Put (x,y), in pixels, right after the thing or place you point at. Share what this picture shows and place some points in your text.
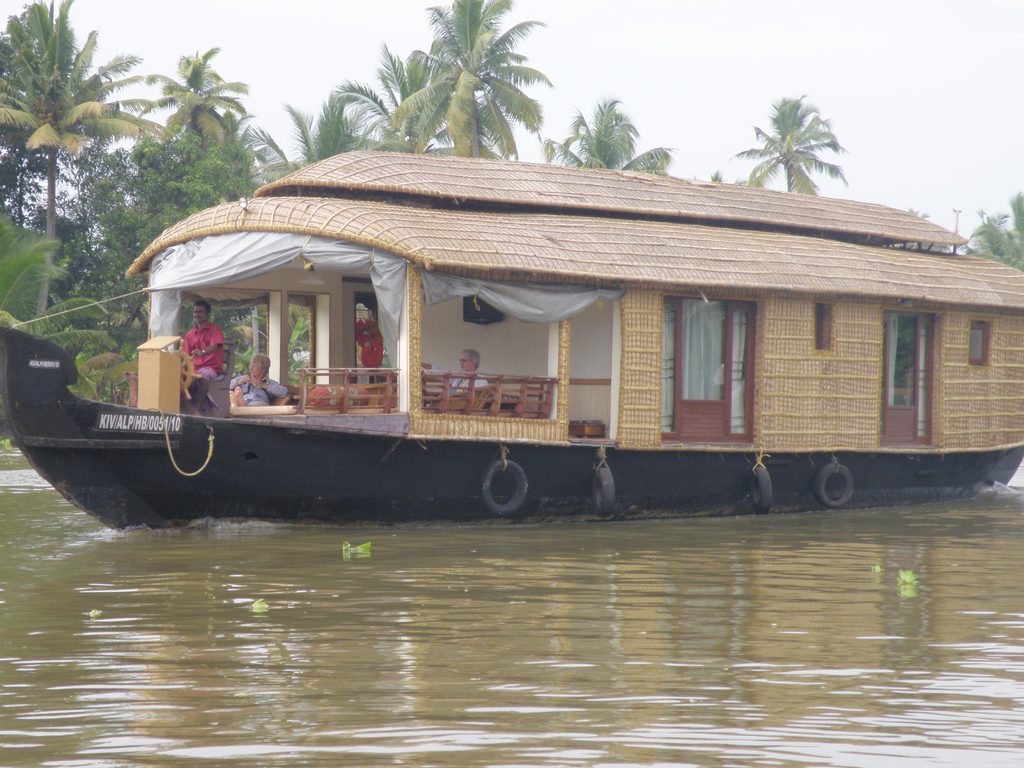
In the foreground of this image (433,357), there is a boat (509,504) on the surface of the water (570,536) in which three persons (253,386) are sitting. In the background (199,169), there are trees (356,99) and the sky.
